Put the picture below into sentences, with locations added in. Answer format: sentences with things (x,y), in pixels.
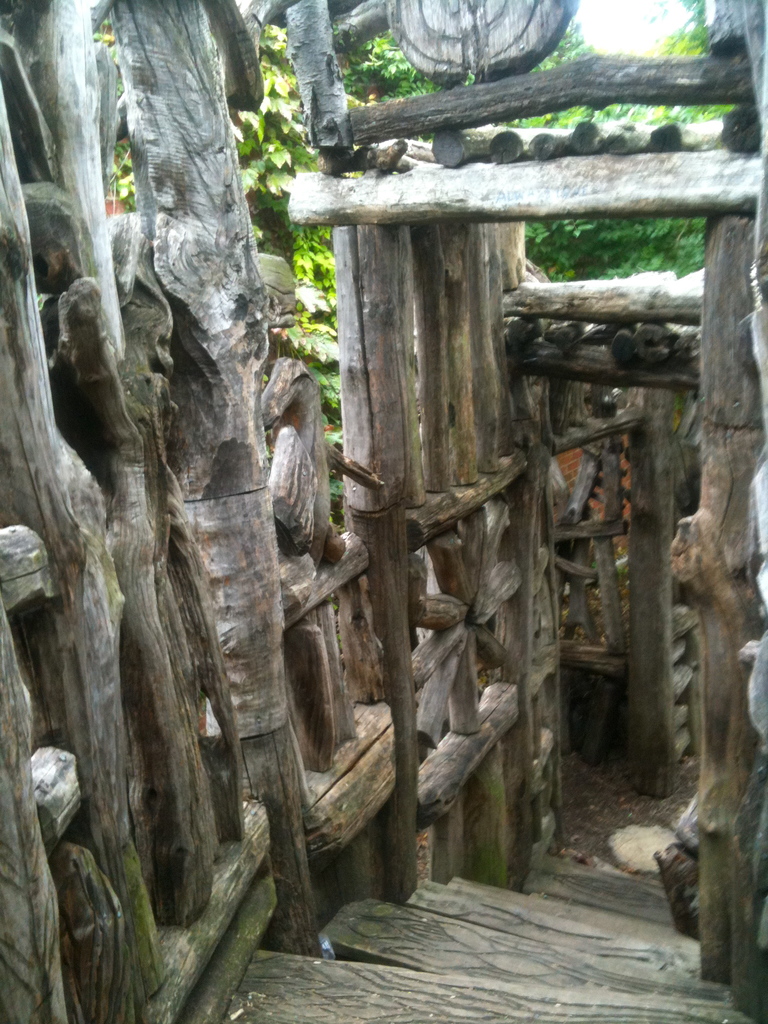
In this image there is a wooden structure (660,359), it has wooden logs (572,523) and steps (449,975), in the background (662,242) there are trees (653,245).
